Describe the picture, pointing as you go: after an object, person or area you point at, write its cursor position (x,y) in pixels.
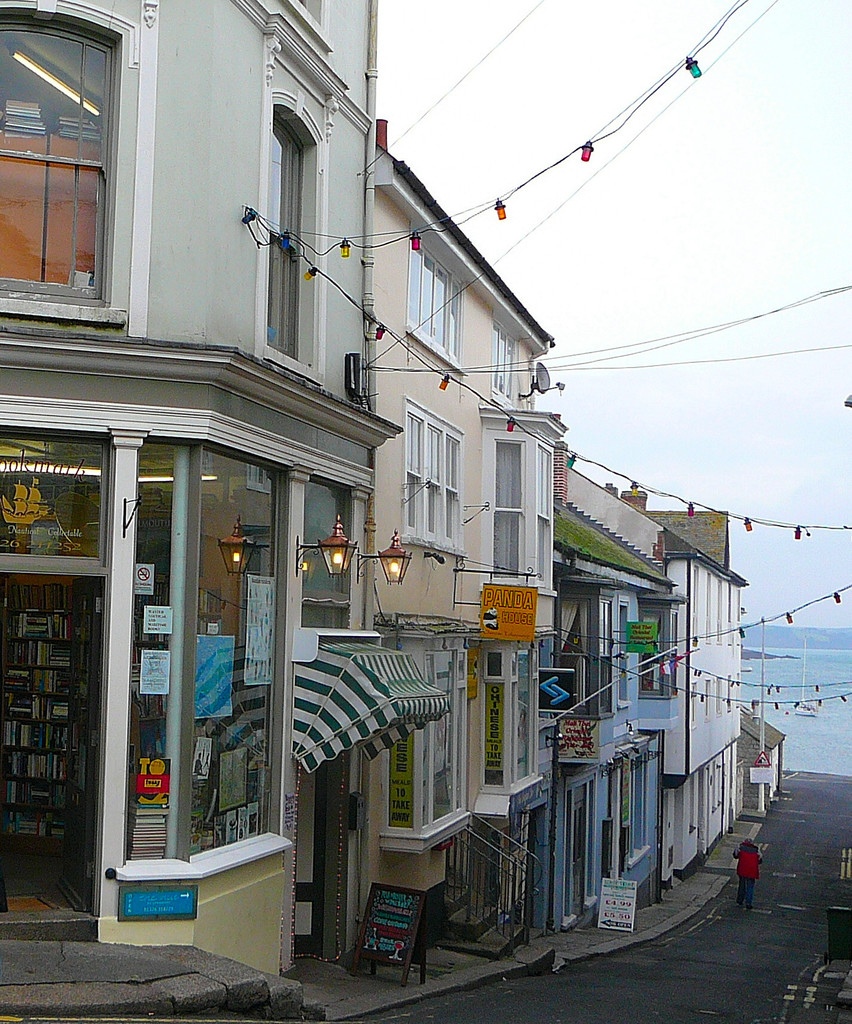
In this image I can see few stalls (404,743), few buildings (387,777) in gray, cream and white color. I can see a person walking on the road (759,919) and the person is wearing red shirt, blue pant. Background (731,351) I can see the sky (588,345) in white color and I can see few lights (339,515).
